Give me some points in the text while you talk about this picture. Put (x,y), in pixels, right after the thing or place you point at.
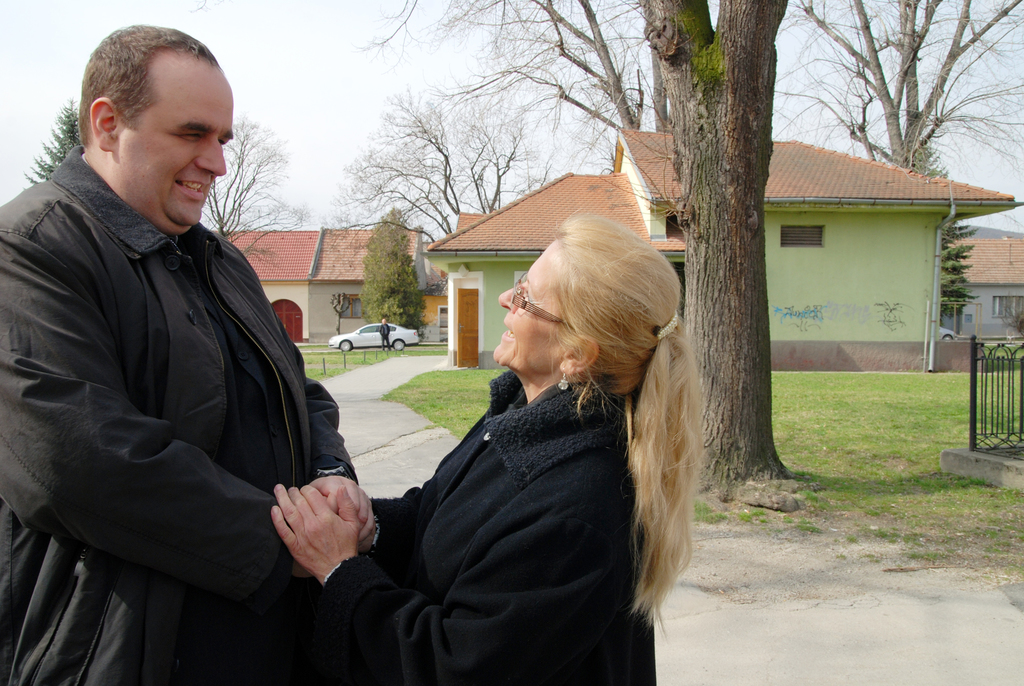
In this image I can see two people (297,436) are standing and wearing black color dress (223,439). Back I can see few houses (447,325), windows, doors (462,304), trees (398,297) and white car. The sky (309,134) is in white color.
